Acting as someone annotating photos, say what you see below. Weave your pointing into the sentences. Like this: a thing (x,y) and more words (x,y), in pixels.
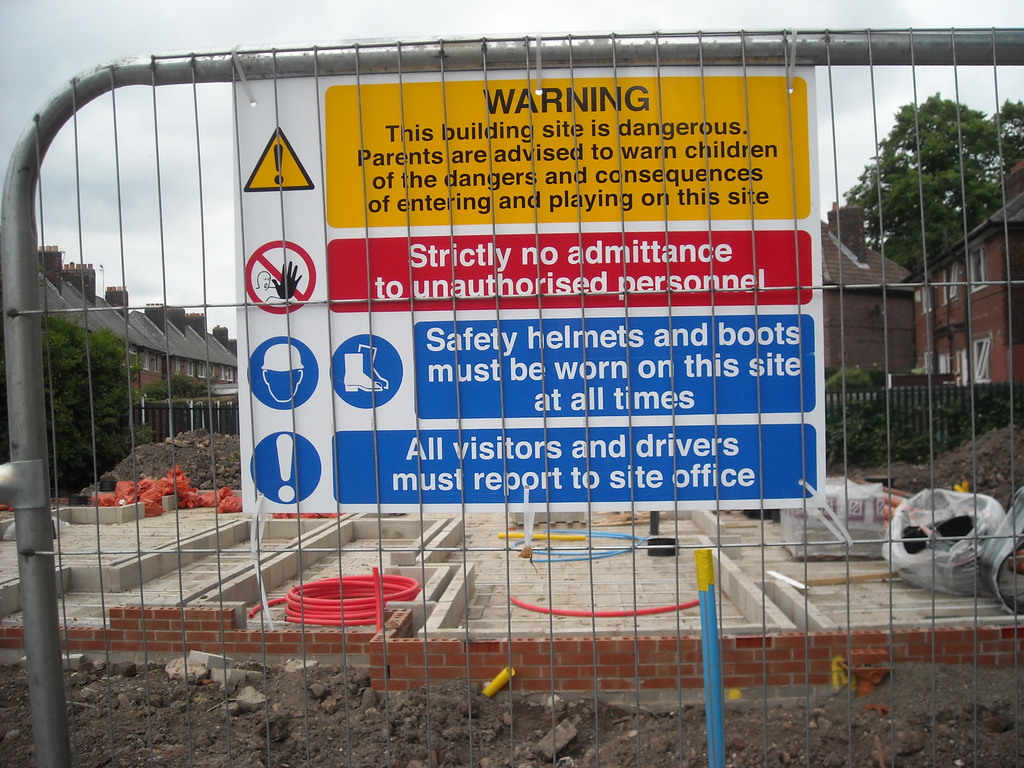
There is some construction (405,556) being done on the land (220,519) and in front of that there is a caution board (536,386) attached to the gate (32,217) in front of the land (16,716) and in the background (122,344) there are lot of houses (185,358) and trees (992,212).
